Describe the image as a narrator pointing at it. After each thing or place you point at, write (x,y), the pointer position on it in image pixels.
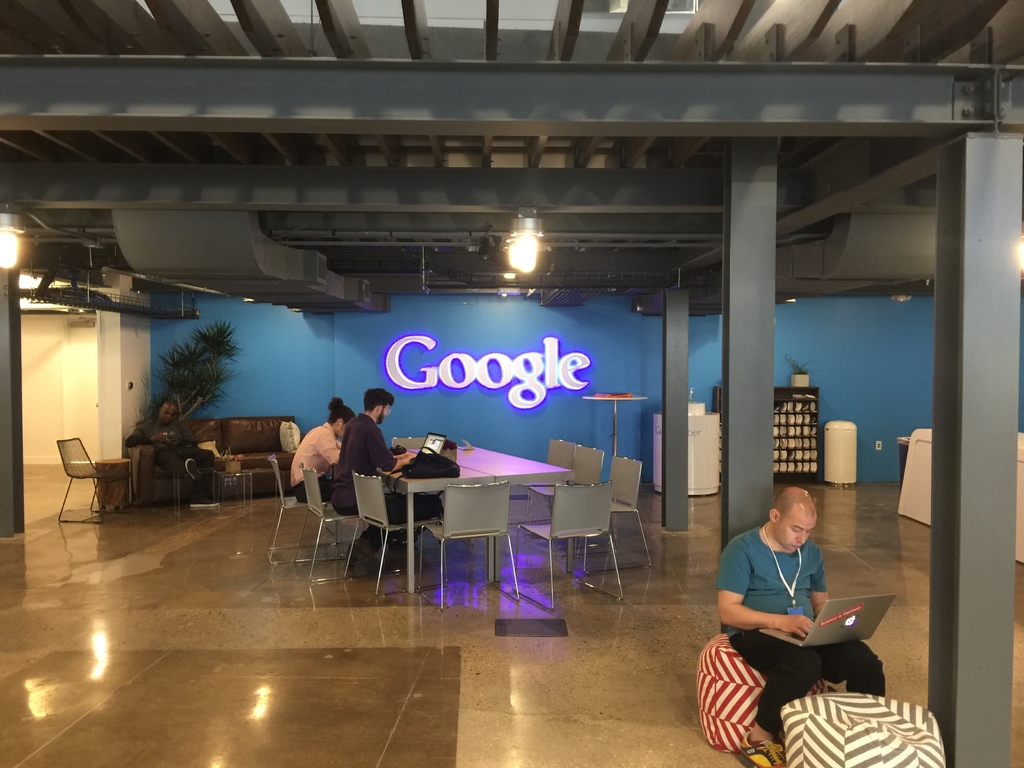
Here 2 people (341,507) are sitting on the chair (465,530) and working on laptop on the left side (281,469) a person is sitting on a sofa (233,491). on the top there is a light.
